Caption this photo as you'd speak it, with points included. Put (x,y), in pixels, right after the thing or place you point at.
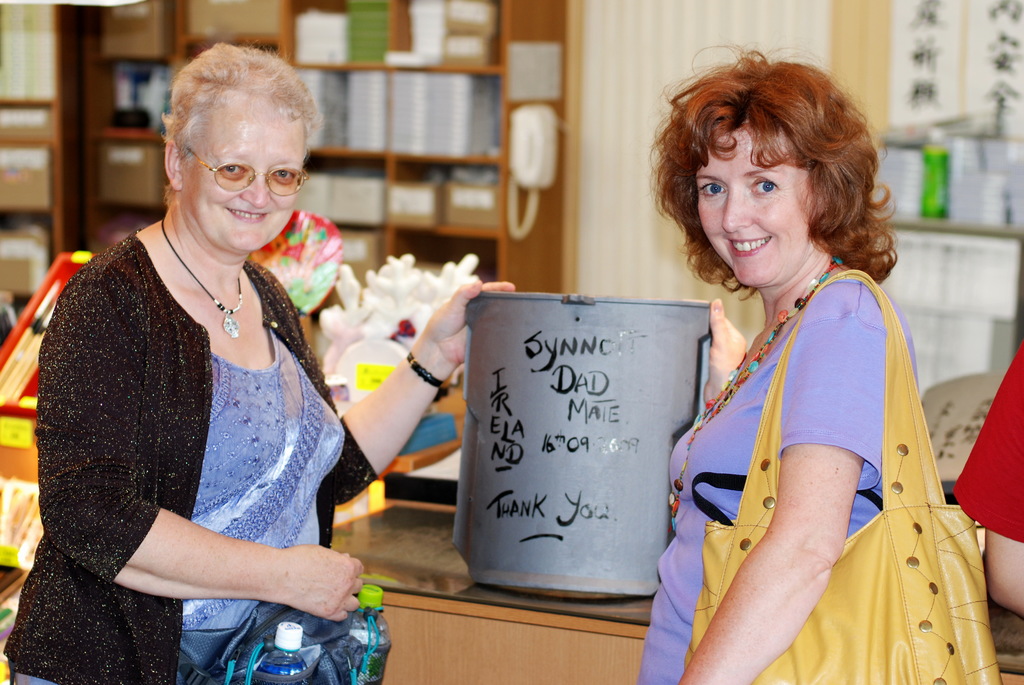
In this image we can see two ladies (171,453) are standing and smiling. One lady (753,253) is wearing purple color t-shirt (804,432) and holding yellow color bag (878,591). The other one (236,435) is wearing black color jacket (136,426) and holding bag (304,632). In between them one container (556,427) is present. Behind we can see cupboard (98,139) and things (479,142) are arranged in the cupboard (438,185).
